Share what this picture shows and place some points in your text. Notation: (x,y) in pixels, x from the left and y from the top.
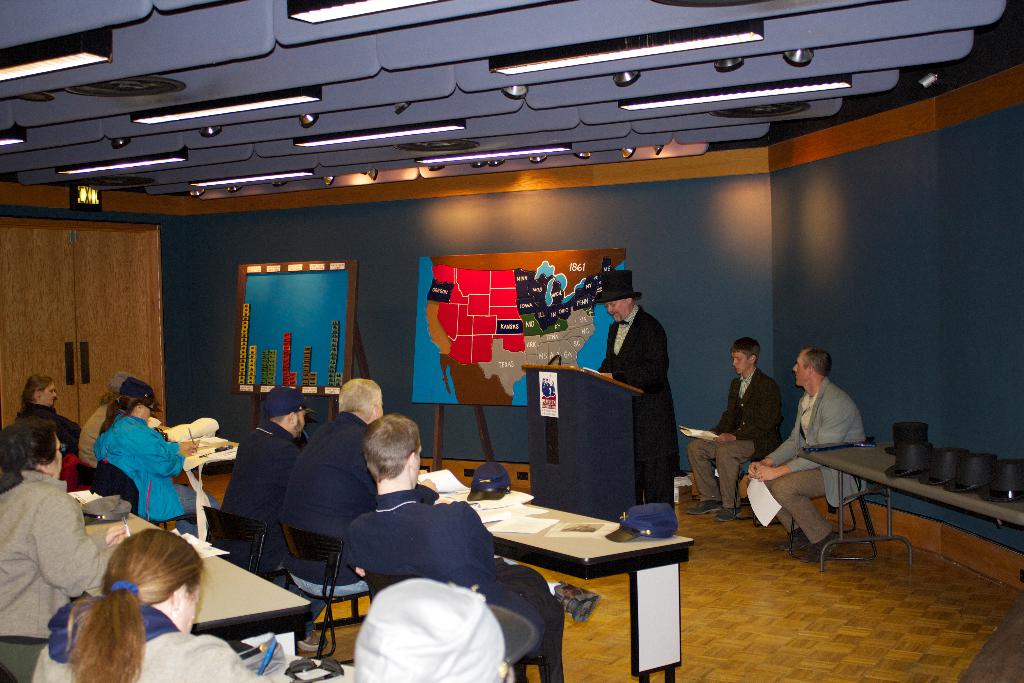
In this image I see few people (360,457) sitting on the chairs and this man (643,361) over here is standing in front of a podium (595,419), I can also see there are lot of tables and few things (508,497) on it. In the background (1018,435) I see the boards (285,369), wall (728,245) and the lights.
